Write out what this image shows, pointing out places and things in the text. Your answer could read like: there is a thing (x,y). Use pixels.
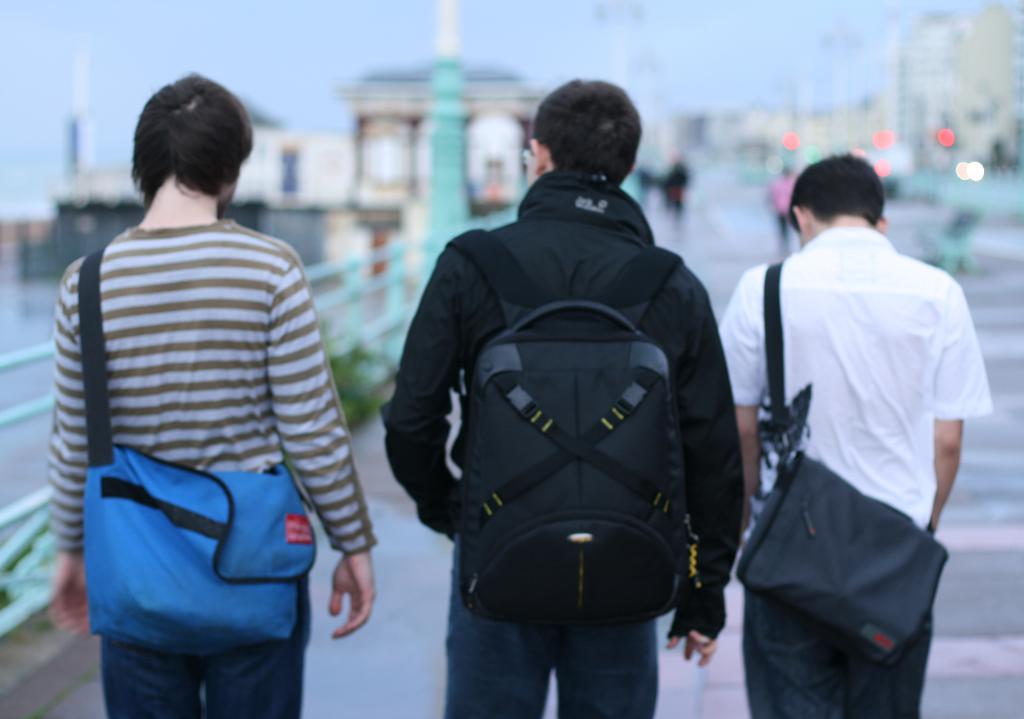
In this image I see 3 men (123,442) and all of them are carrying a bag (634,256). I see people (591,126) and the path (973,256) which is blurred.
